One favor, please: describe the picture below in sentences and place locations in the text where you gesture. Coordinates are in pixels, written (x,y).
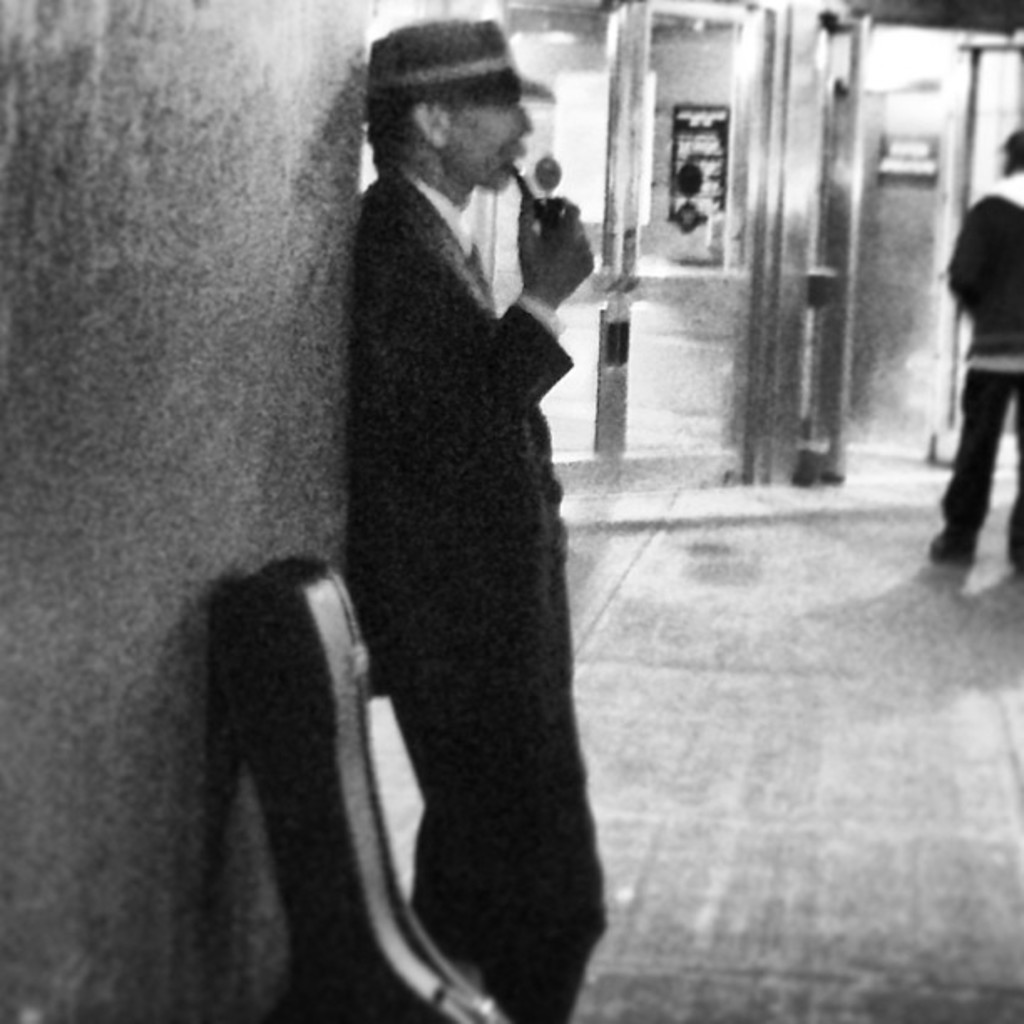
This image consists of a man (470,693) wearing black suit (466,551). To the left (89,625), there is a wall (96,666). At the bottom (779,853), there is a floor (792,778). In the background (908,240), there are doors (602,264).
